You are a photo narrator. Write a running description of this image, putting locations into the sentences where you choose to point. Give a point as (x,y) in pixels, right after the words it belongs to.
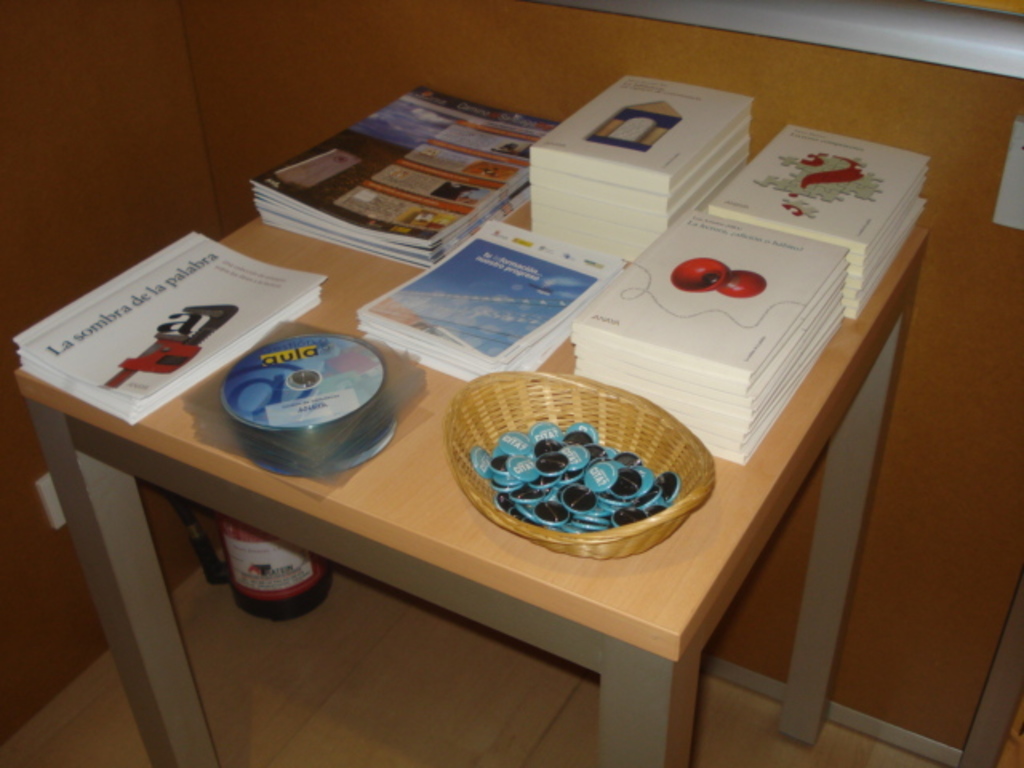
In this image I can see the floor (352,685), a fire extinguisher (302,573) and a table (630,616). On the table (716,572) I can see few books (614,238), few compact discs (311,400) and a wooden basket (516,522) with few objects (542,494) in it. I can see the brown colored wall (226,108).
